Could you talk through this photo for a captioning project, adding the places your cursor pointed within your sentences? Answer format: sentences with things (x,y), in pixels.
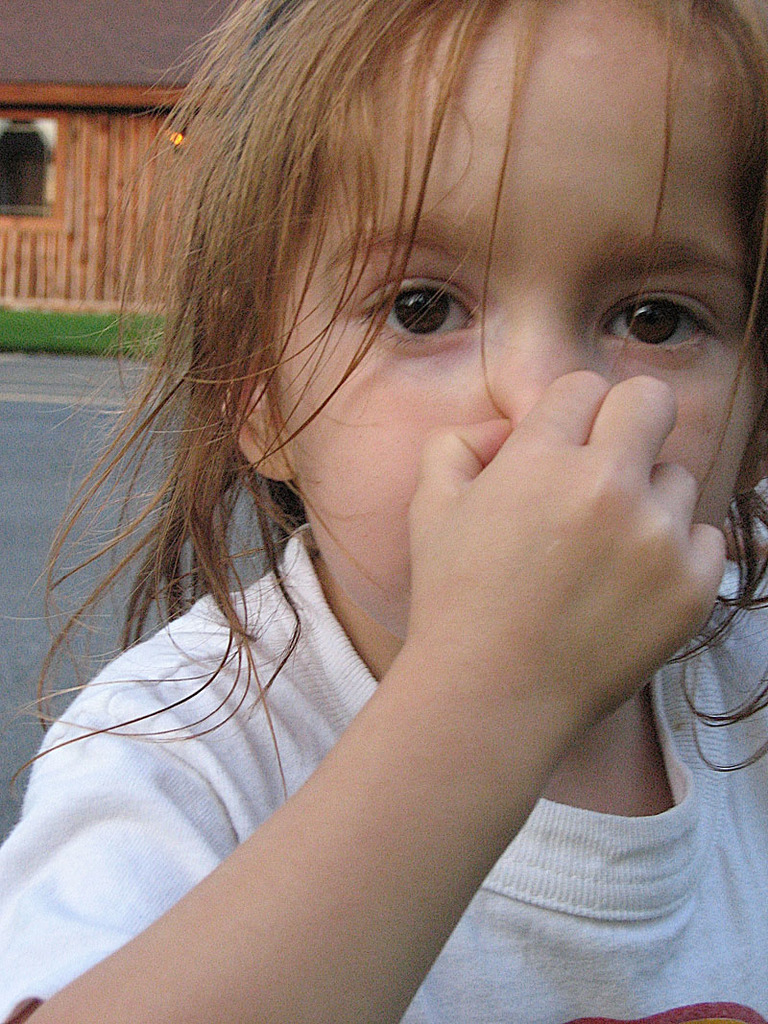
In this picture there is a kid (714,818) holding his nose (529,357). The background (74,442) is blurred. In the background (81,346) there are plants (30,332), road (57,379) and a house (90,129).
